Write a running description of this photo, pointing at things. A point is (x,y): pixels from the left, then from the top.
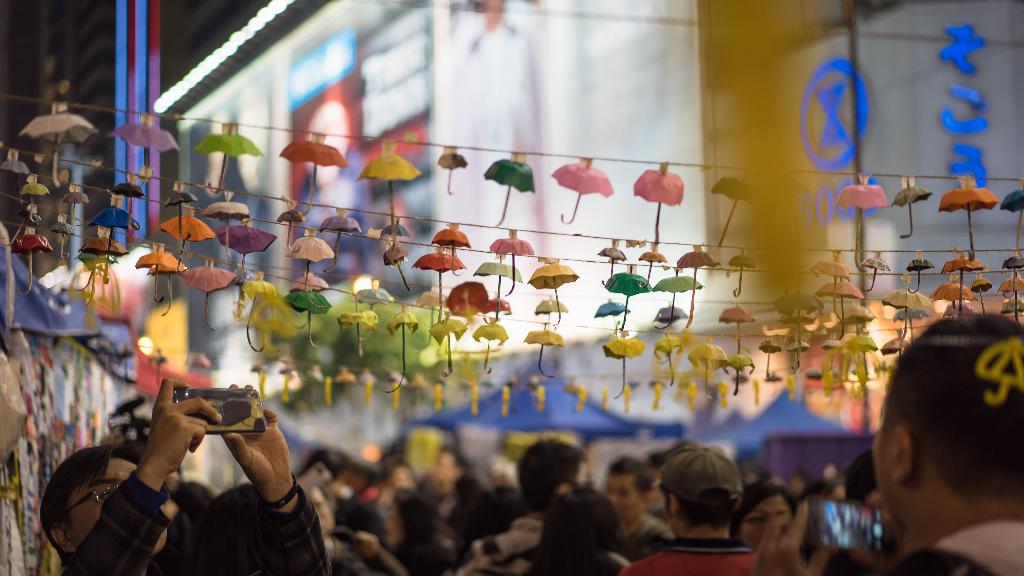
There small toy umbrellas (501,165) which are hanging from ropes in the center of the image (560,296) and there are people (938,392) at the bottom side (270,482), there is a person (262,437) in the bottom left side (182,407) he is taking a photograph. There are posters (304,96), lights (191,78), buildings (272,92) and stalls (567,429) in the background area (613,410).
